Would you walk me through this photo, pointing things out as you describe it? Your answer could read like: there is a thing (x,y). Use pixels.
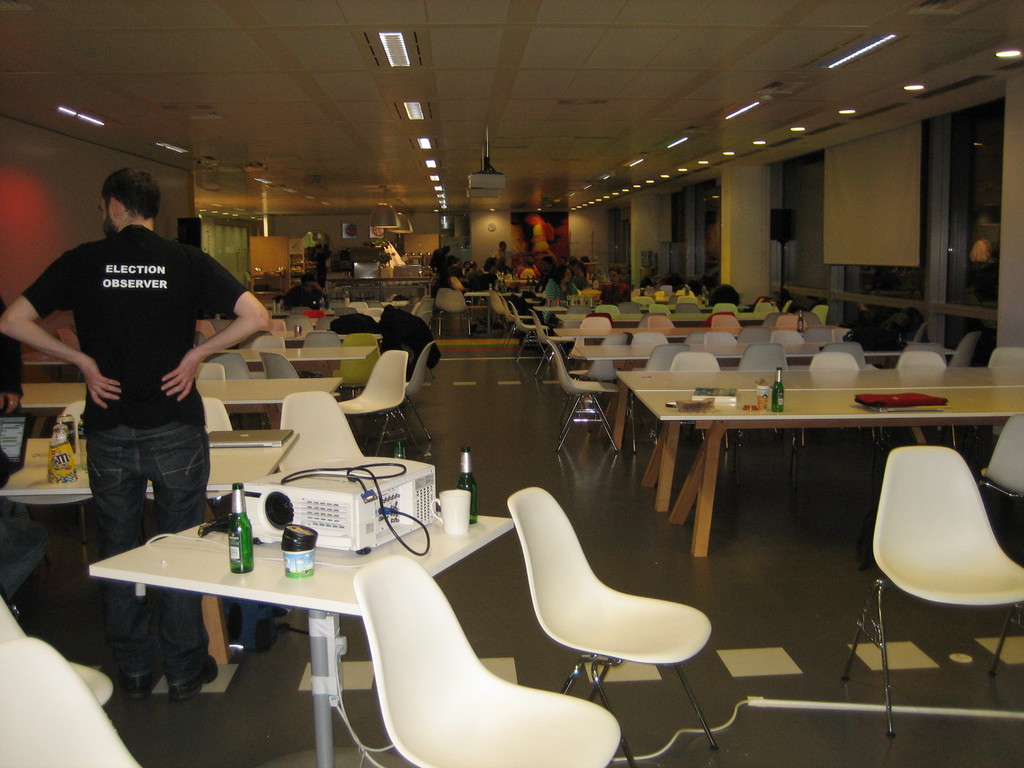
There is a projector (343,492) placed on a table (317,571) and there is a person (161,359) standing beside it and there are many tables (258,381) and chairs (677,358) left empty in front of him.
